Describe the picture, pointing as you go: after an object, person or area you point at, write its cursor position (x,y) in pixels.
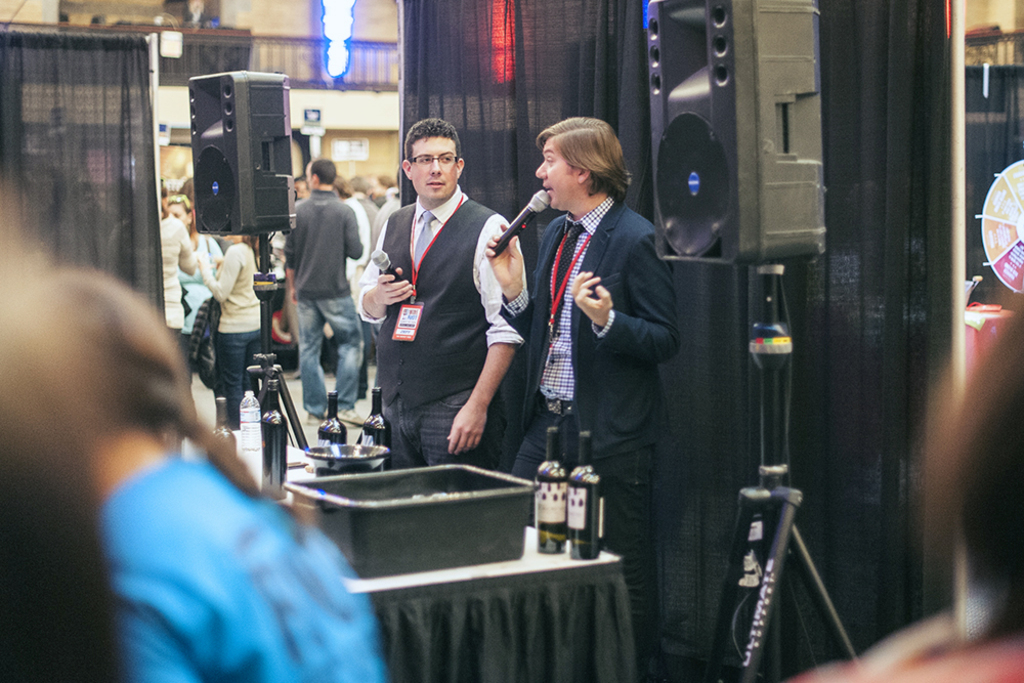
On the left (188,409) there is a person (97,431). In the background (408,296) there are two men (427,262) holding mike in their hand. On the table (537,596) there are wine bottles (344,432) and a tub (367,518) and we can also see speakers (275,139), curtains (872,356), few people (173,266) over here, wall (375,172) and lights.
